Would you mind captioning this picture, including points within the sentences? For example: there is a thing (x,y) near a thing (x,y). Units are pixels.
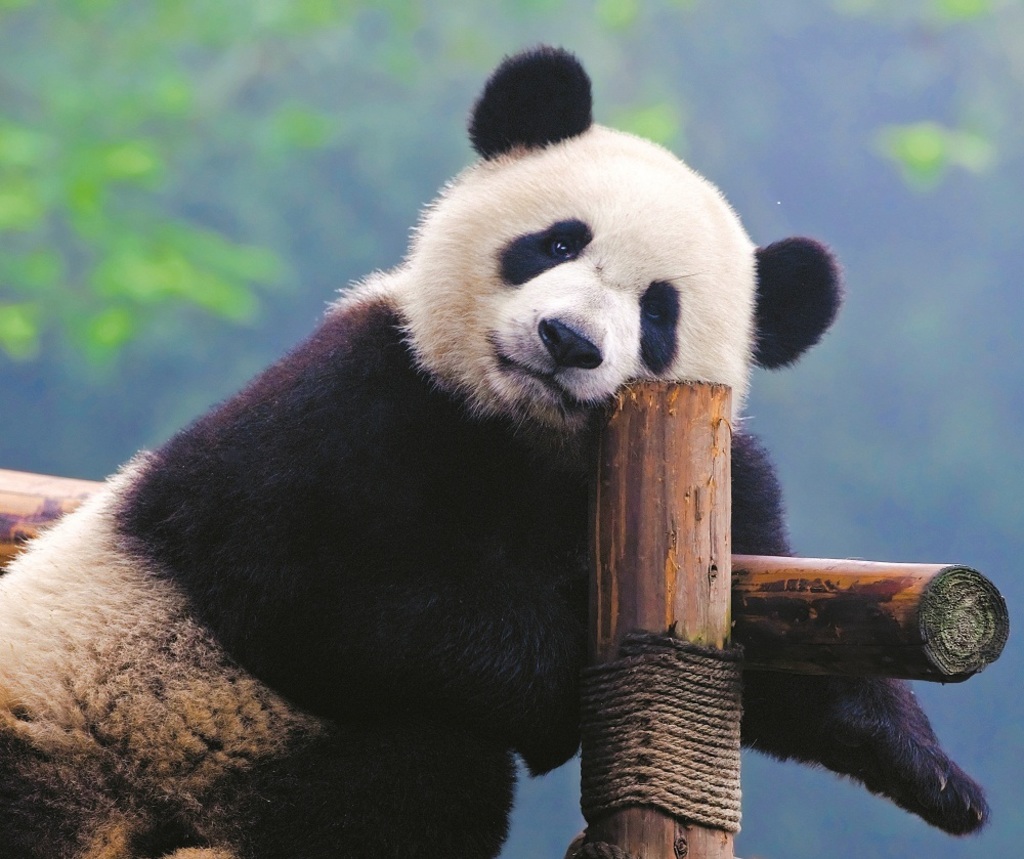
In this image I can see an animal (194,620) and the animal (315,461) is in black and cream color and I can also see few wooden logs (702,582). In the background (244,158) I can see few plants (22,166) in green color.
